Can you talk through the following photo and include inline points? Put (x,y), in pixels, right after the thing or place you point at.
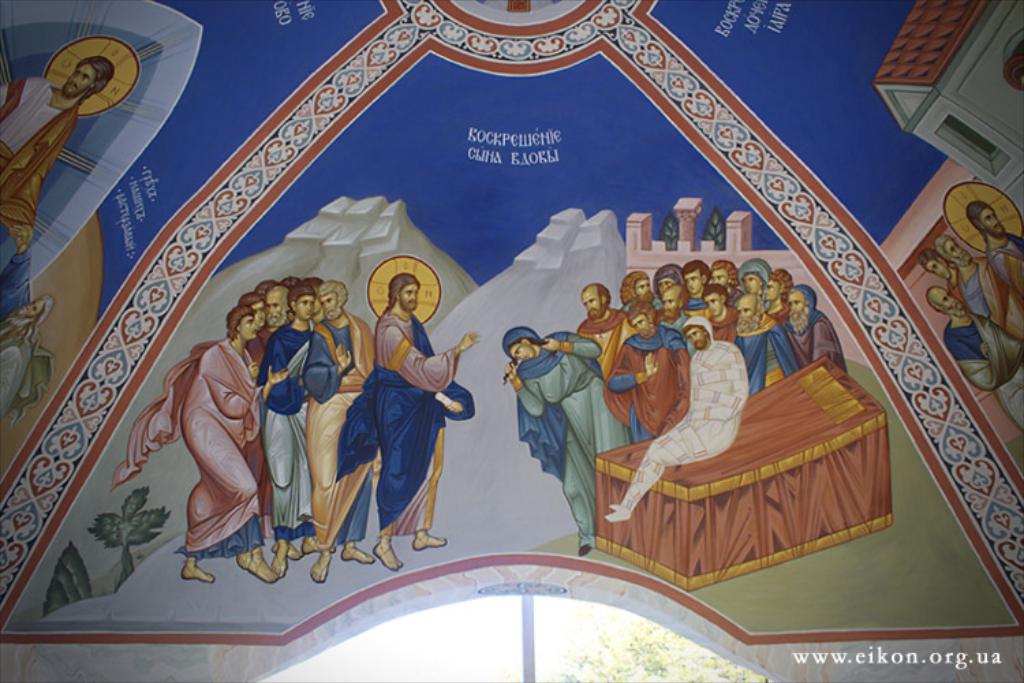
In this picture we can see some painting (576,21) of people (315,489), house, plants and walls (993,682). We can see a person (696,412) sitting on an object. There is a tree (620,662) visible in the background (643,661).
